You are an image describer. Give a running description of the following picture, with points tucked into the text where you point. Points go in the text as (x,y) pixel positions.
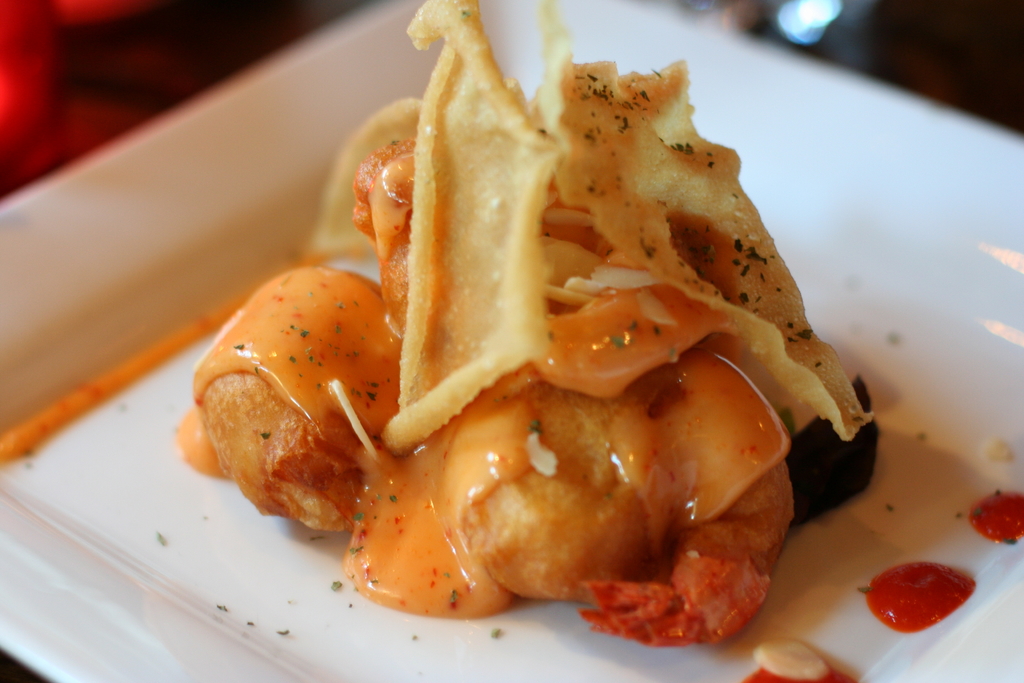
In this image there is a plate (723,69). There is food (550,387) on the plate (757,67). There is sauce (464,466) on the food (646,309).
